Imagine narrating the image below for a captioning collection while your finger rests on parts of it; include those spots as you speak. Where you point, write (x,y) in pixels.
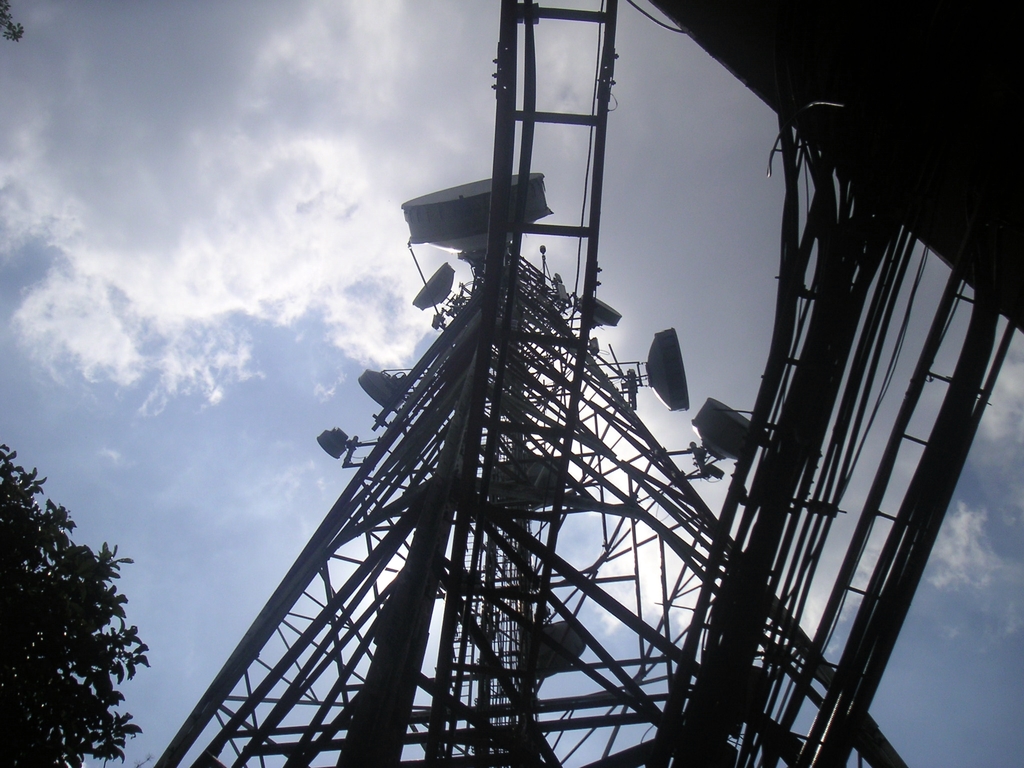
As we can see in the image there is a sky (168,361) and in the bottom left corner (43,654) there is a tree (24,689) beside the tree (80,638) there is a tower (515,428) and the tower (450,229) is related to the connection providing service and the tower (410,565) is made up of iron (332,610).
